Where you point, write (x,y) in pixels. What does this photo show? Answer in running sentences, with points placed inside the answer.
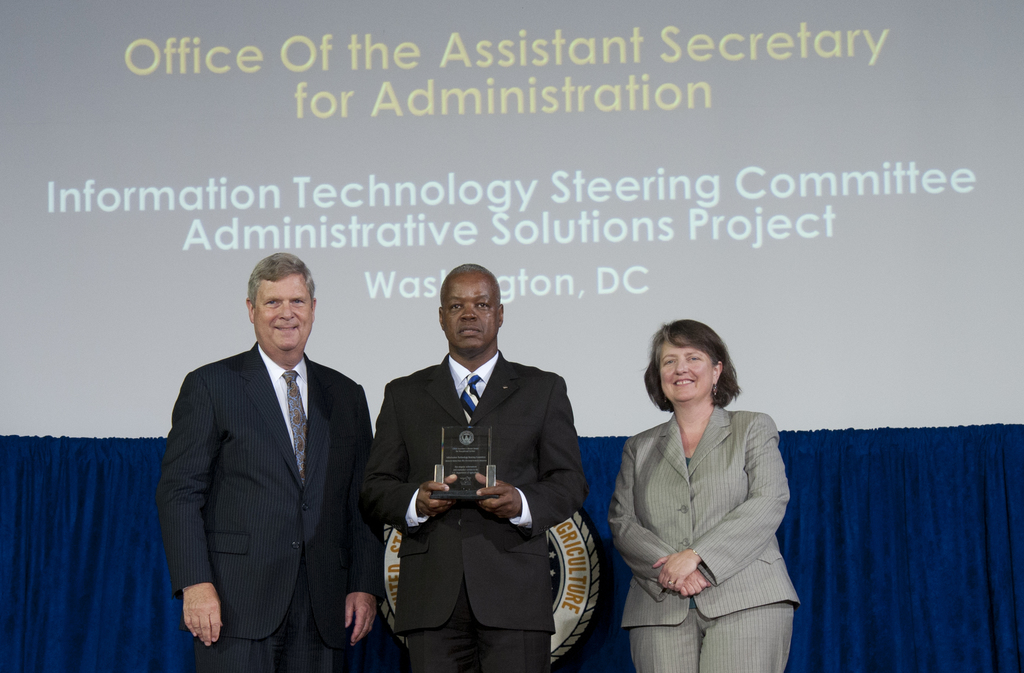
In this image we can see two men (495,513) and a woman (652,549) standing. In that a man (483,566) is holding a memento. On the backside (611,576) we can see a curtain (816,557) and a display screen (342,319) containing some text (385,291) on it.
